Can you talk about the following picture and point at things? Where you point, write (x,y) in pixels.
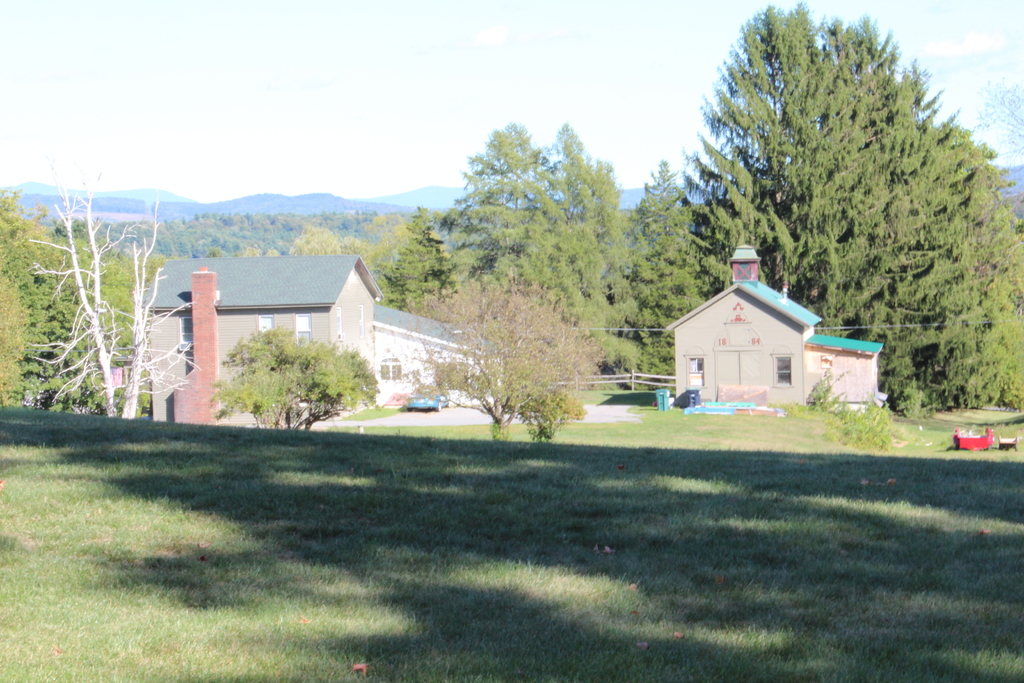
In this picture I can see few buildings (413,340), trees (465,284) and I can see grass (521,536) on the ground (568,491) and I can see hills (221,212) and a cloudy sky (527,85) and I can see a dustbin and I can see few plants (845,441) and grass (633,569) on the ground (633,569).
